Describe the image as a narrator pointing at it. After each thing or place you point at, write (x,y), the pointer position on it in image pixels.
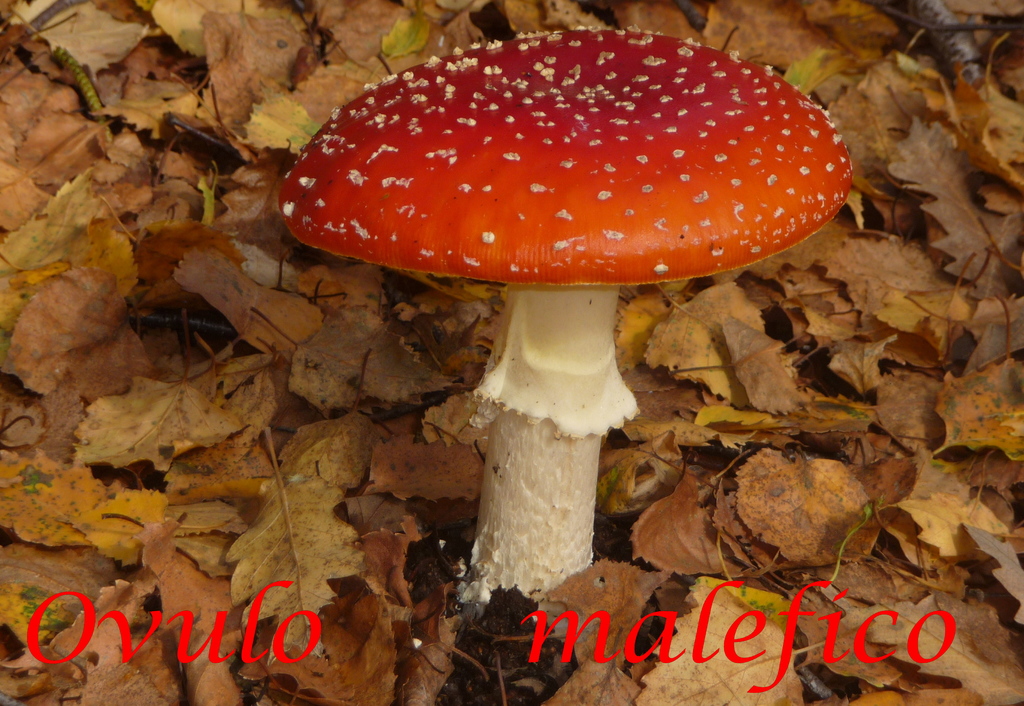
In this image I can see a mushroom (542,215) which is in white and red color. It is on the ground (462,541). To the side I can see many dried leaves (392,440).
